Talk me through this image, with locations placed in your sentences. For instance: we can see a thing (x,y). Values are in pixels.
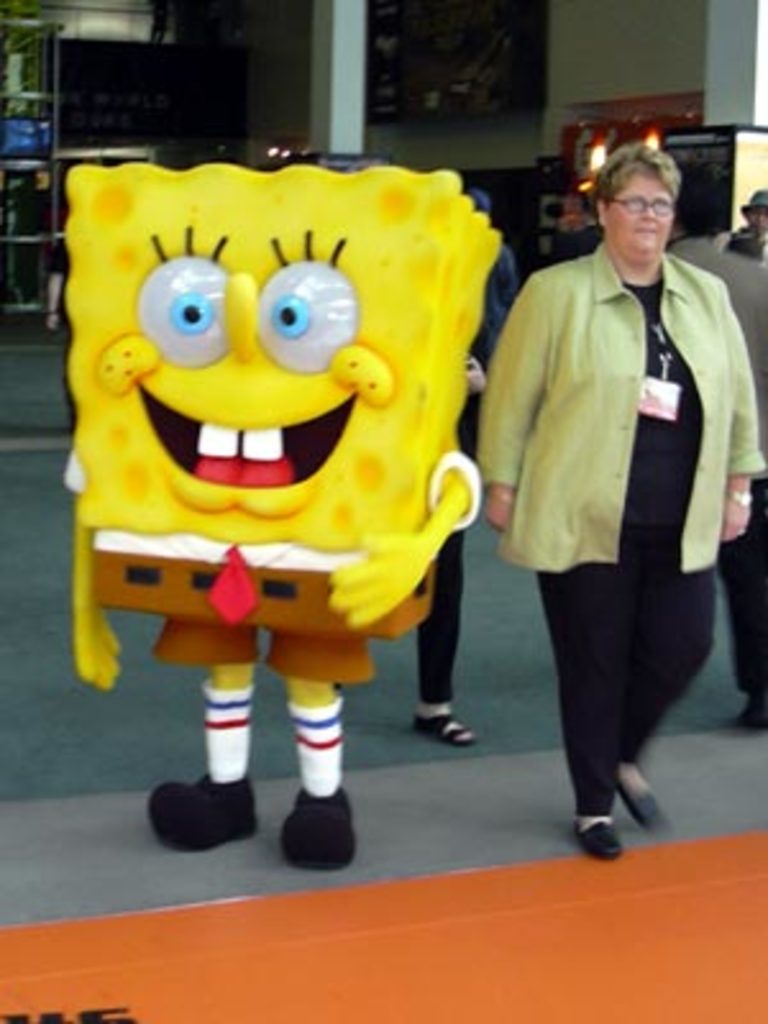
On the left (242,306) there is a mascot (249,519). On the right (707,392) there is a woman (593,402) walking. In the center of the picture (484,396) there are people (748,240), pillar (322,93), light (598,162) and other objects (618,139). In the background (366,31) we can see a building (613,45). At the bottoms it looks like a carpet (548,973).
